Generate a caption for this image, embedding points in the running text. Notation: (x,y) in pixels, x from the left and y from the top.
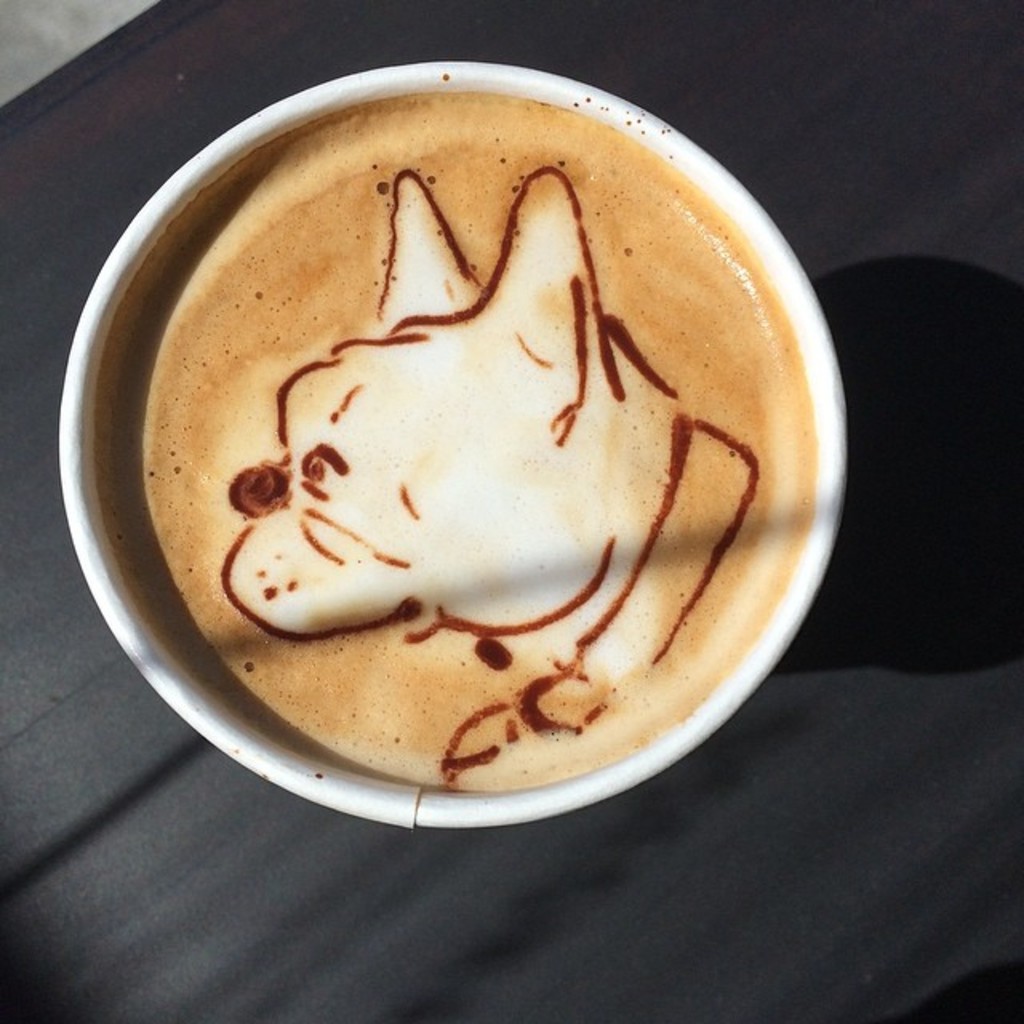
In this image, I can see a cup of coffee (384,737). This is a latte art (318,374) on the coffee (650,409). The background (849,164) looks black in color.
